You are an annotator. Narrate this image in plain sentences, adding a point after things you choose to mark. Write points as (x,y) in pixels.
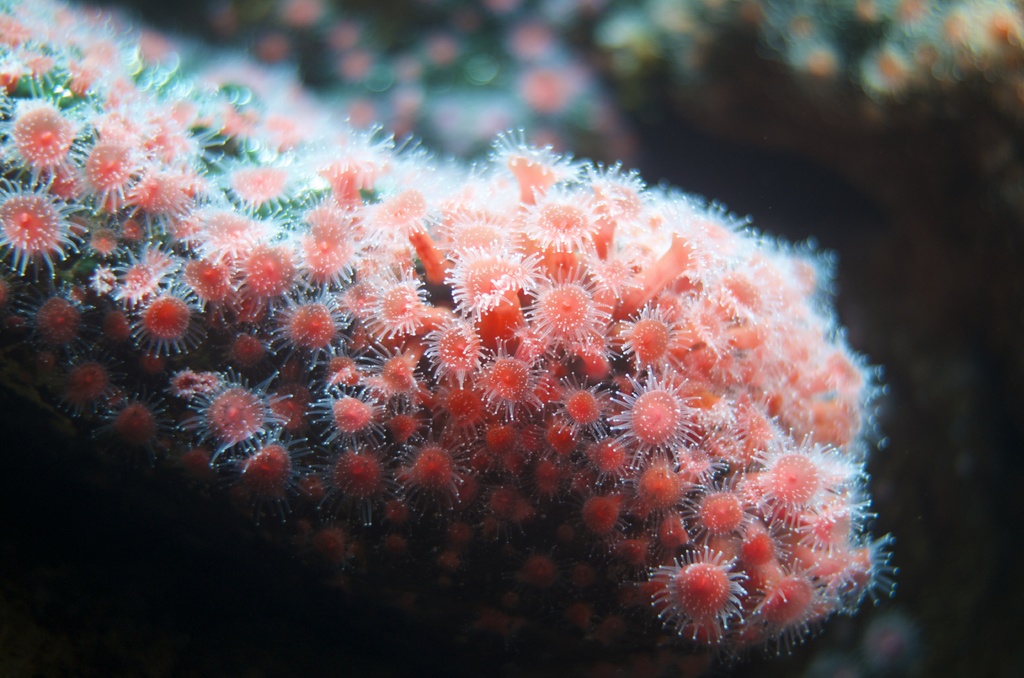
This picture contains coral reef (587,301) and it is in red color. In the background (966,403), it is black in color and it is blurred in the background (546,23).
